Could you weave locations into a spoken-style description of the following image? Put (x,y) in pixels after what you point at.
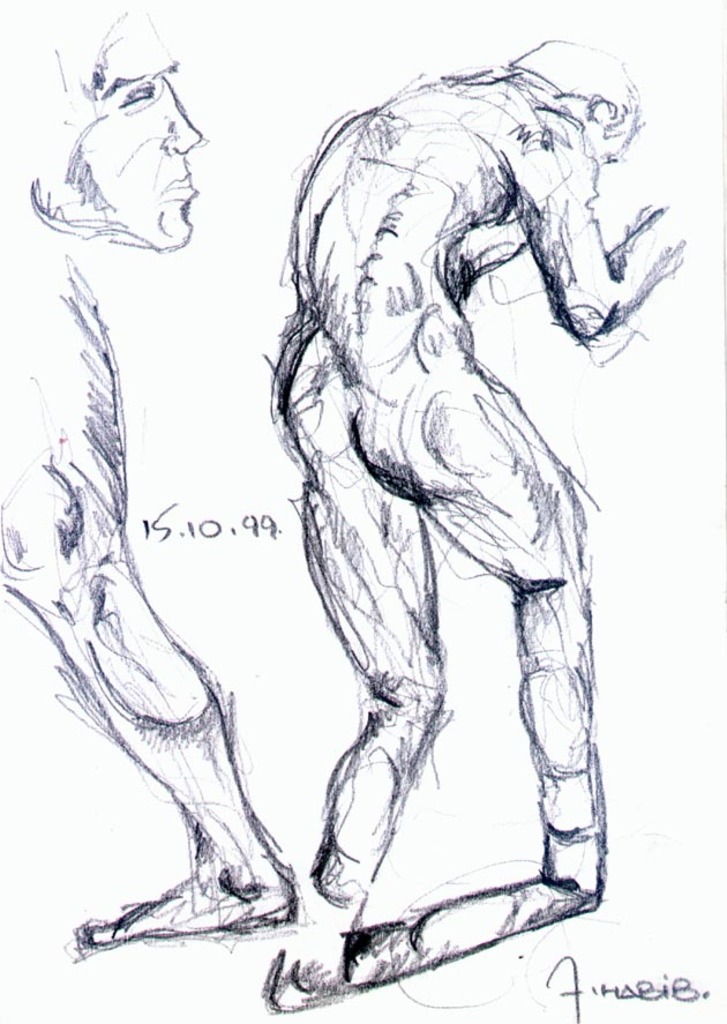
In this image we can see there is a sketch (155,245) of a person (163,228).
